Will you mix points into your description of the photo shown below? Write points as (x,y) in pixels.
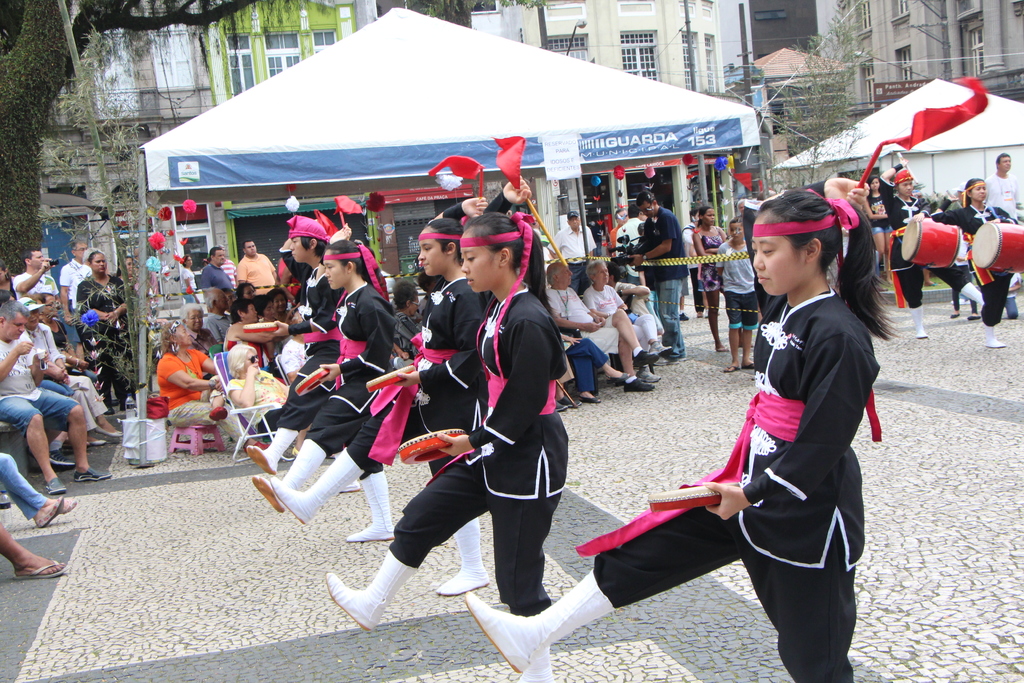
In this picture I can see buildings (800,45) trees (20,44) and few tents (195,174) and I can see few people (56,400) seated on the chairs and few are playing drums (931,255) and few are dancing and I can see a man (51,277) holding a camera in his hand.
